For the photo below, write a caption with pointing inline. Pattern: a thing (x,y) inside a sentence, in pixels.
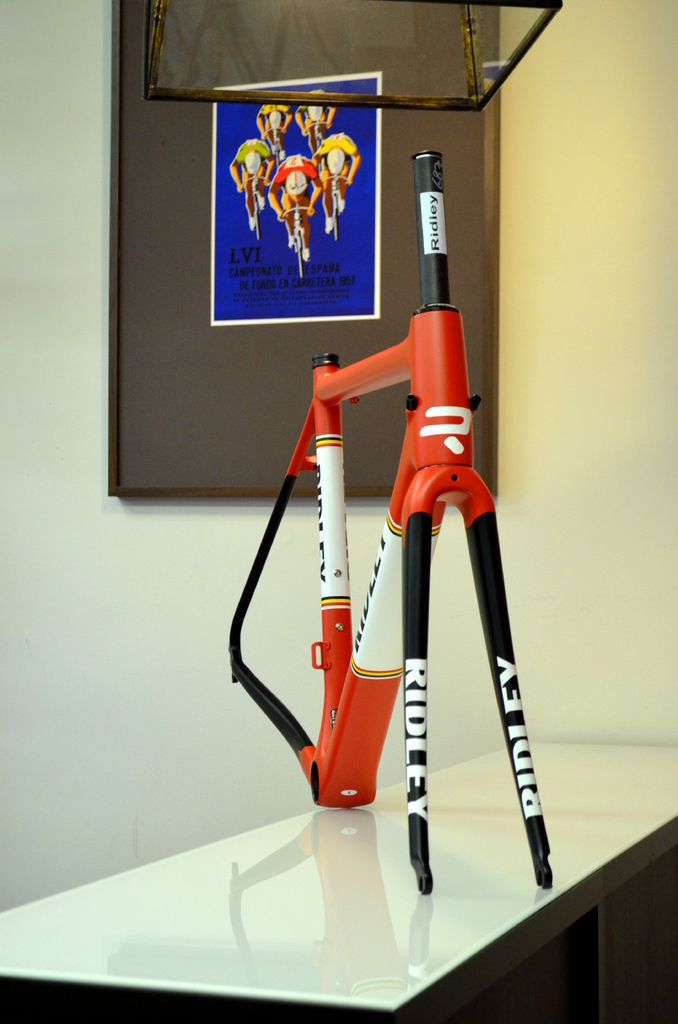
In this image we can see a bicycle frame (347,652) on the white surface (600,791) which looks like a table (614,893) and in the background (165,375), we can see a board (204,157) with a poster (377,239) and there are some pictures (319,188) and text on the poster (329,216).
